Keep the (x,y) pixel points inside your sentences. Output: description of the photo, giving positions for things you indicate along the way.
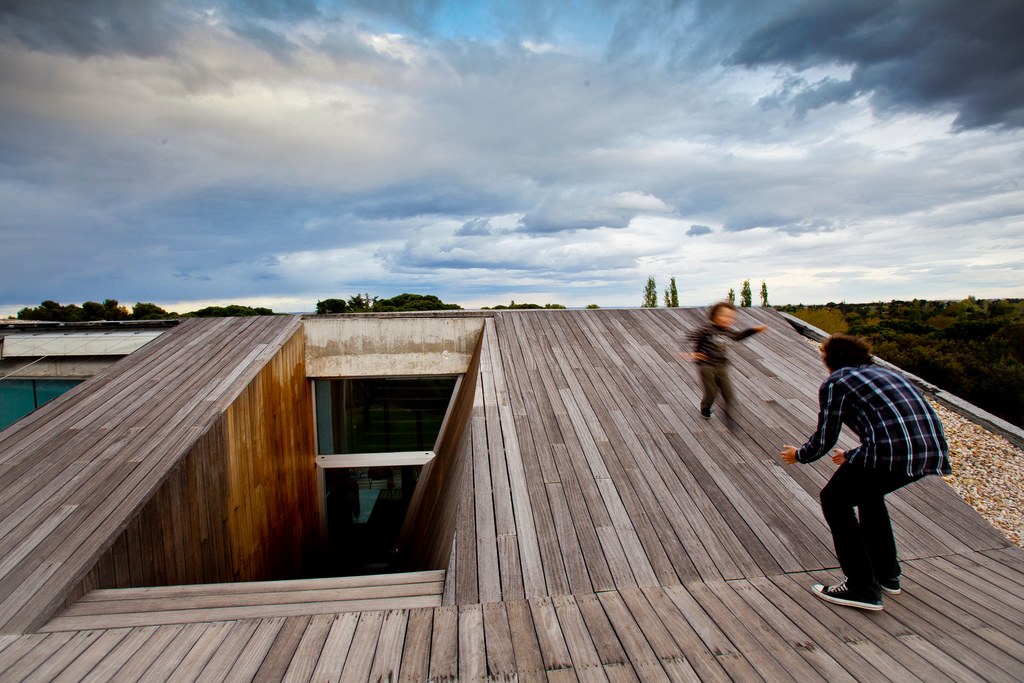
In the foreground of the picture (573,429) there is a wooden house (713,412). On the top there is a man (845,409) and a kid (696,349). In the center of the background (988,328) there are trees (904,343). Sky (341,285) is cloudy.
